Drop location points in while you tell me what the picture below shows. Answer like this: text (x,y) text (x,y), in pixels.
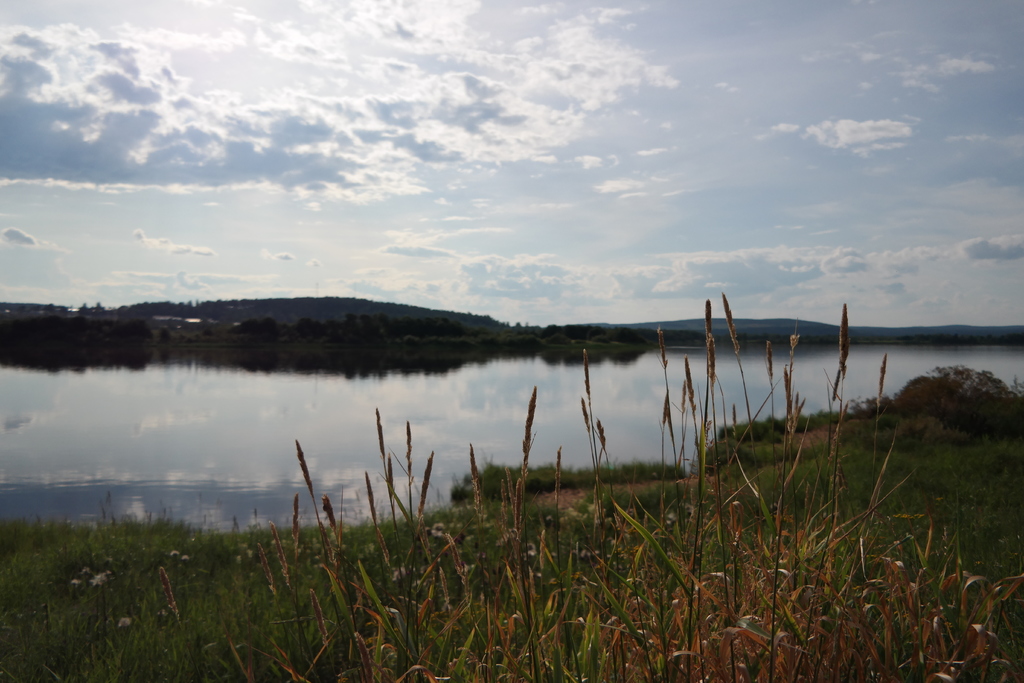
In this picture there are few plants (489,596) and a greenery ground (477,570) and there is water (337,402) in front of it and there are trees (335,330) and mountains (338,309) in the background (370,322) and the sky (253,209) is a bit cloudy.
